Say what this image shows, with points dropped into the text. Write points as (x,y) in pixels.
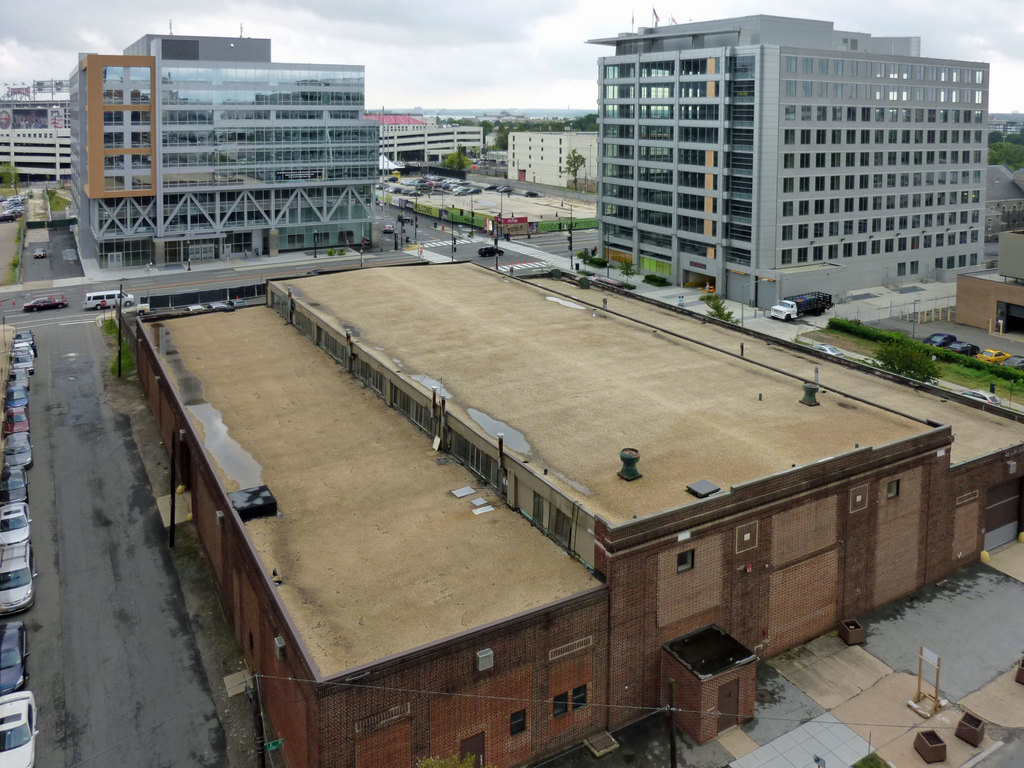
In this image I can see few buildings (355,150), vehicles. In the background (365,28) I can see few trees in green color and the sky (429,39) is in white color.
